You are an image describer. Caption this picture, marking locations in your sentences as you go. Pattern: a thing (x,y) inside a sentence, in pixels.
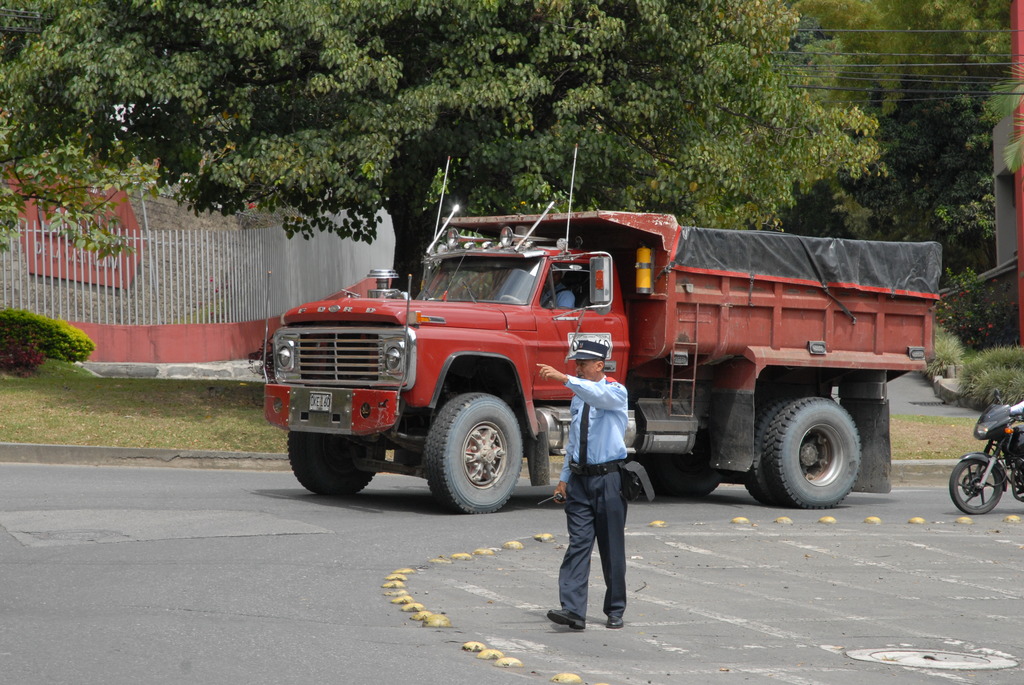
In this image there are vehicles (439,346), railing (196,320), grass (172,386), plants (982,378), trees (882,180), people (575,552) and objects (111,216). Among them one person (560,280) is sitting inside a vehicle (552,321) and the other person (579,362) is walking on the road (590,575).
